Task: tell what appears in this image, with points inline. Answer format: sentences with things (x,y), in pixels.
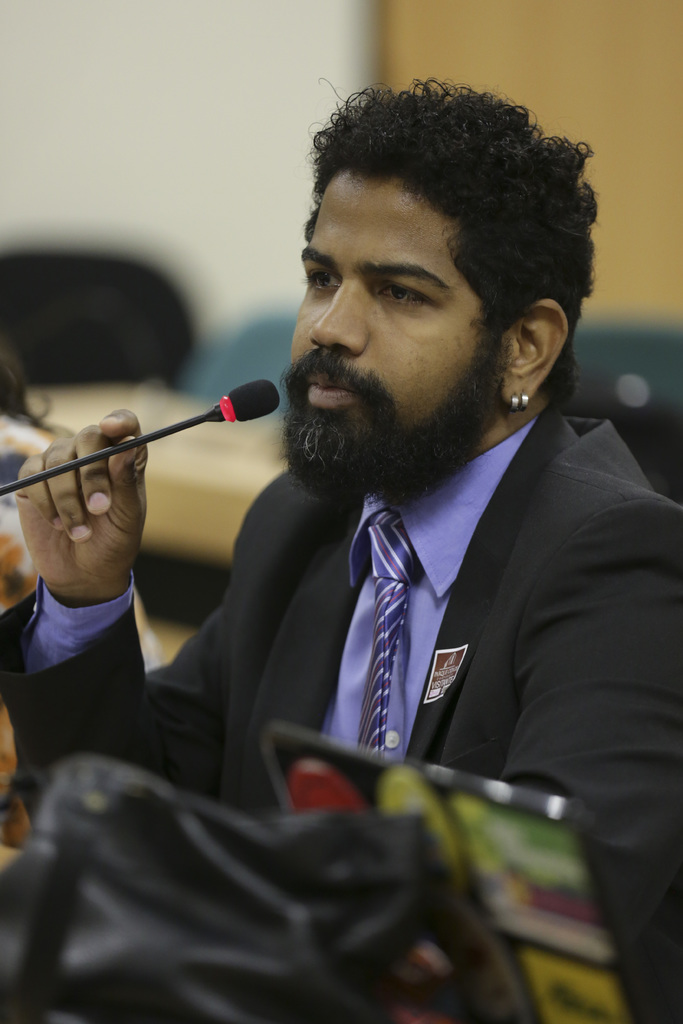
As we can see in the image there is a man (528,446) holding mic (229,404) and the background (227,145) is blurry.
